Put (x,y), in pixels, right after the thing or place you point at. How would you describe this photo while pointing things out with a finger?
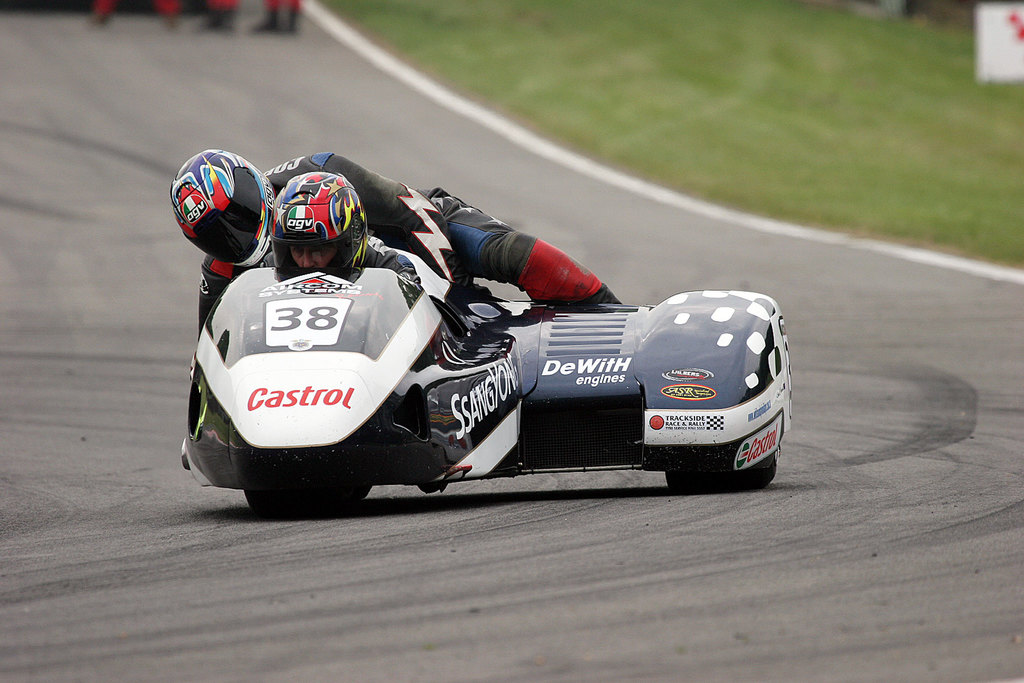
In this picture there are two persons (430,211) on a vehicle (436,288) on the road (81,413) and wore helmets (347,258). We can see grass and board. In the background of the image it is blurry and we can see legs (293,8) of people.
